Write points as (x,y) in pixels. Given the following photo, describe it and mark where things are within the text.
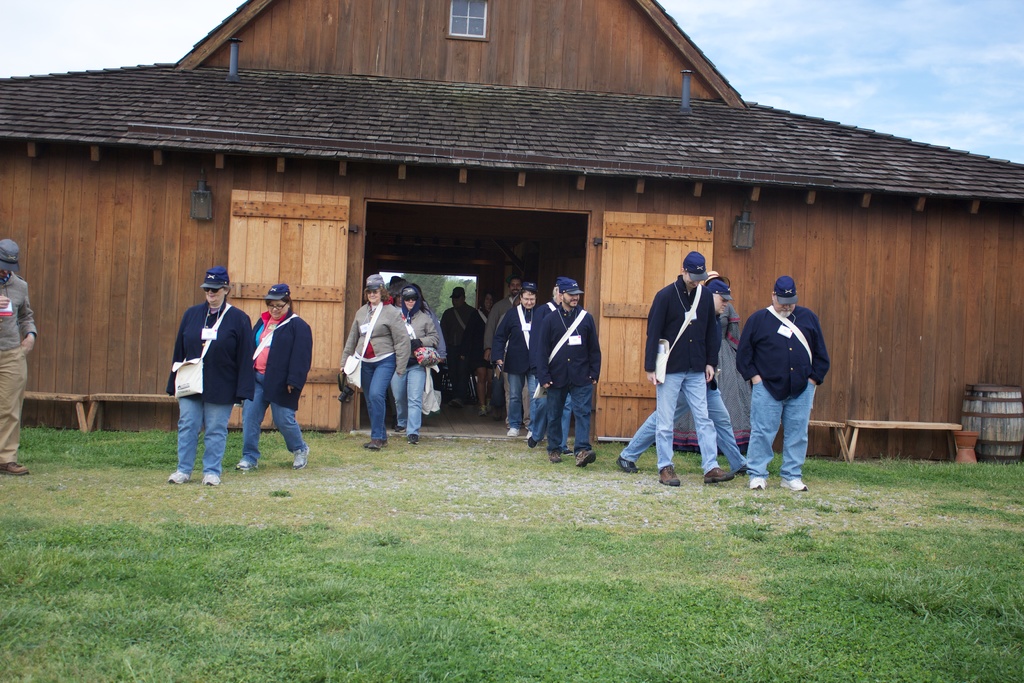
In this image there is a wooden house (460,235) with an open door (491,216). From the entrance door (567,244) there are few people (455,307) walking on the surface (455,463) of the grass (689,544). On the right side of the image (978,437) there are few objects (980,433). In the background (906,84) there is the sky (869,53).
